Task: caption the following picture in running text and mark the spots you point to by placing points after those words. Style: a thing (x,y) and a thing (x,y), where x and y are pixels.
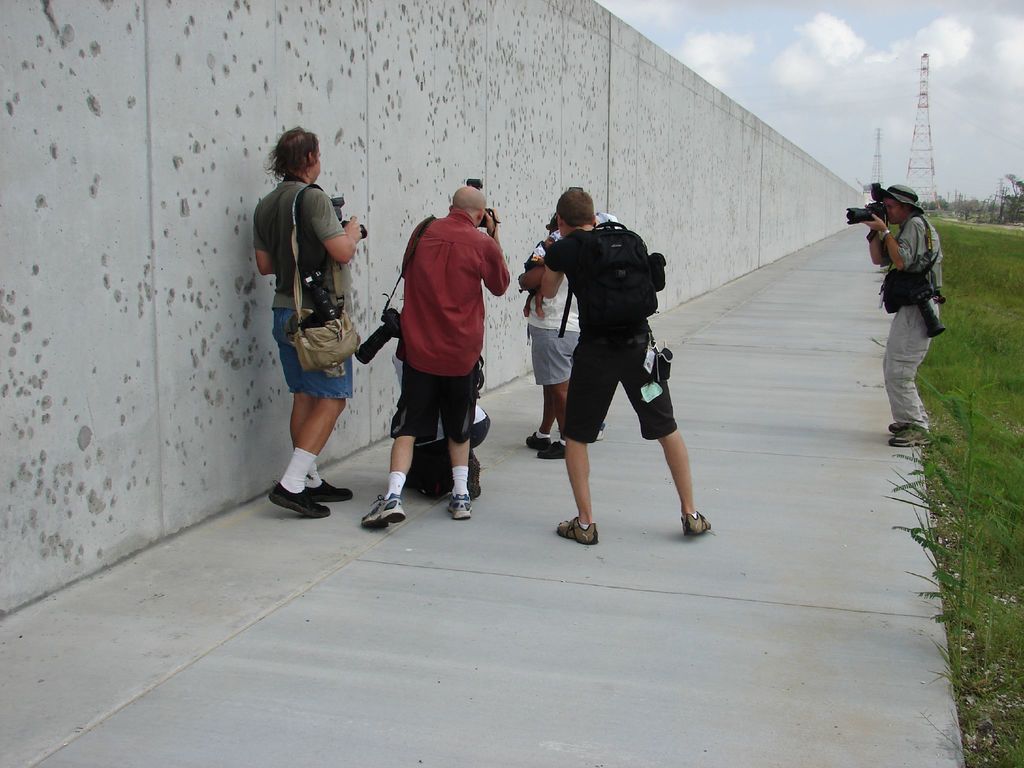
There are persons (331,248) in different color dresses (479,359) holding cameras (880,204) and capturing a person (544,272) who is in white color dress (548,326) and is standing on the road (619,453) near a cement wall (668,73). On the right side (995,293), there is grass (1001,390) on the ground (990,243). In the background (973,156), there are towers (878,150) and clouds (896,128) in blue the sky (730,41).
